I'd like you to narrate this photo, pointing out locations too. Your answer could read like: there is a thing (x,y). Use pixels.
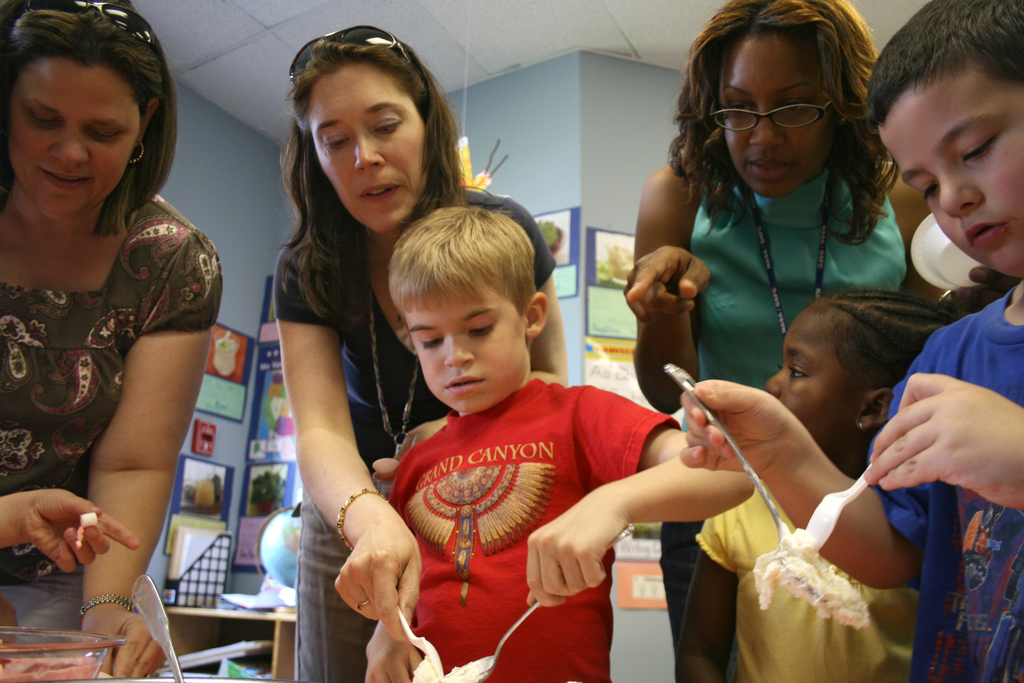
In this picture there is a boy (897,520) with blue t-shirt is standing and holding the spoons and the boy (515,268) with red t-shirt (549,412) is standing and holding the spoon (496,644) and there is a woman (318,198) with blue t-shirt (355,374) is standing and holding the spoon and there are three people (31,376) standing. In the foreground (19,643) there is a bowl (45,646) and spoon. At the back (235,669) there are posters (264,325) on the wall (258,267) and there is a globe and there are papers (250,603) and there are objects (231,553) on the table (251,617). At the top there is an object (466,180) hanging from the ceiling (460,30).
